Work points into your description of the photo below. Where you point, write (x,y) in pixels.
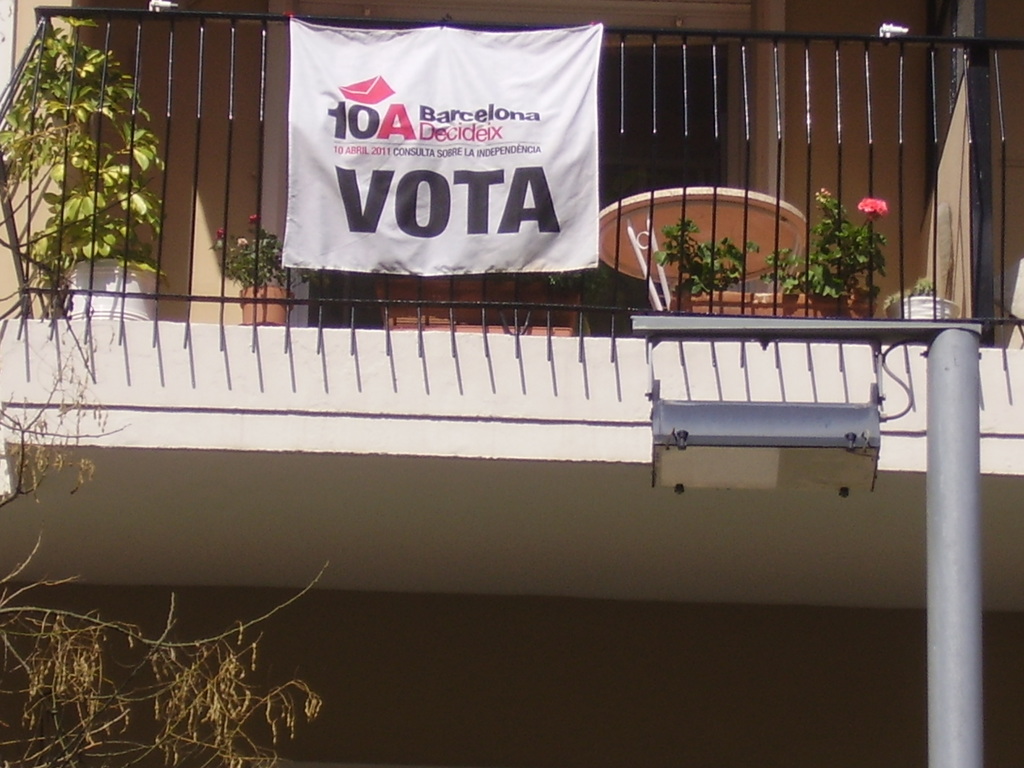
In this image I can see a building (819,135), flower pots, railing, table (698,204) and white banner (542,157) is attached to the railing (742,52). I can see a light pole (850,447).
